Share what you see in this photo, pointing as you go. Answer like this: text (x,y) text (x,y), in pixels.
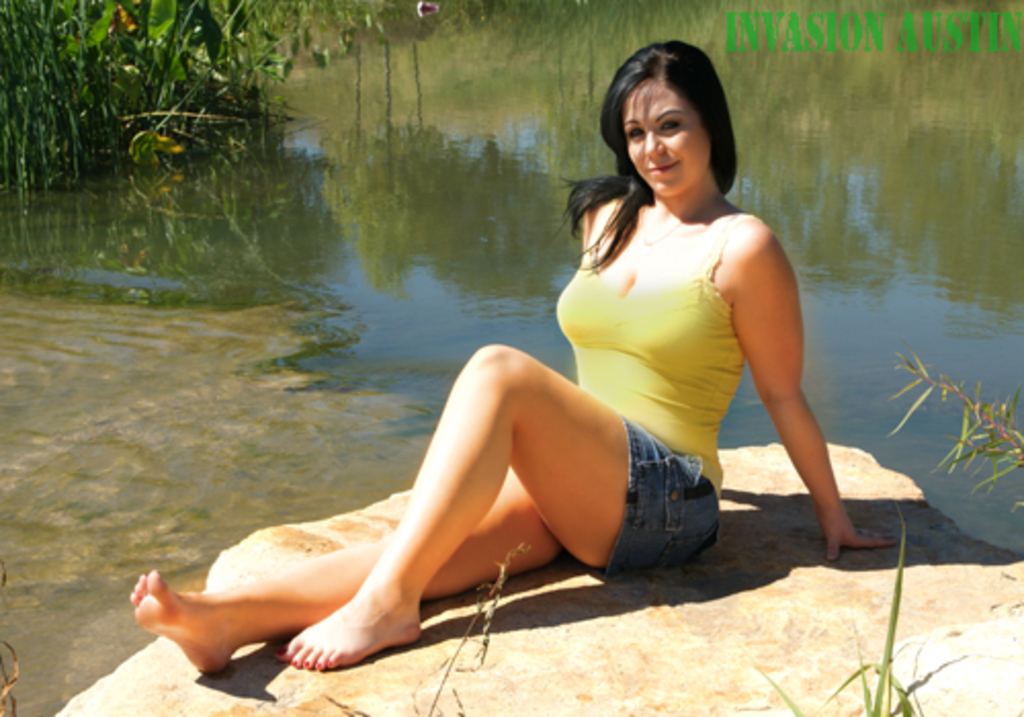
A beautiful woman (587,352) is sitting on the stone (590,584). She wore a yellow color top (658,360) and a jeans short (655,537). This is water (368,300), on the left side (164,115) there are trees (50,112).
